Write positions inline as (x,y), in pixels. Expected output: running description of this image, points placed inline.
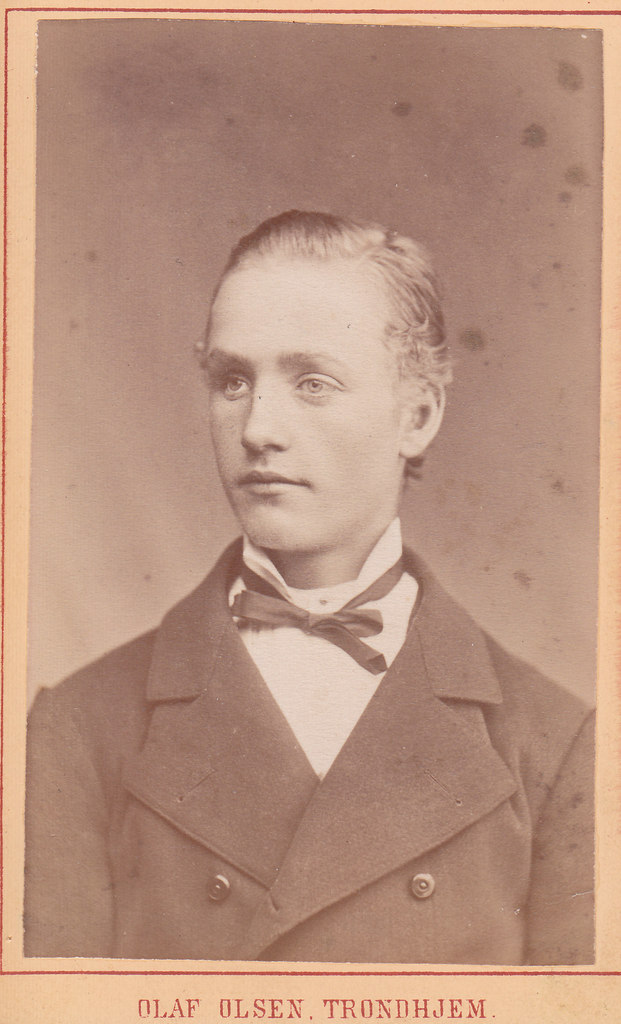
This picture seems to be an edited image with the borders (509,996). In the center (341,500) there is a person (222,716) wearing suit (514,799) and seems to be standing on the ground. The background (374,132) seems to be a wall (115,339). At the bottom (469,1003) there is a text (372,1000) on the image.
